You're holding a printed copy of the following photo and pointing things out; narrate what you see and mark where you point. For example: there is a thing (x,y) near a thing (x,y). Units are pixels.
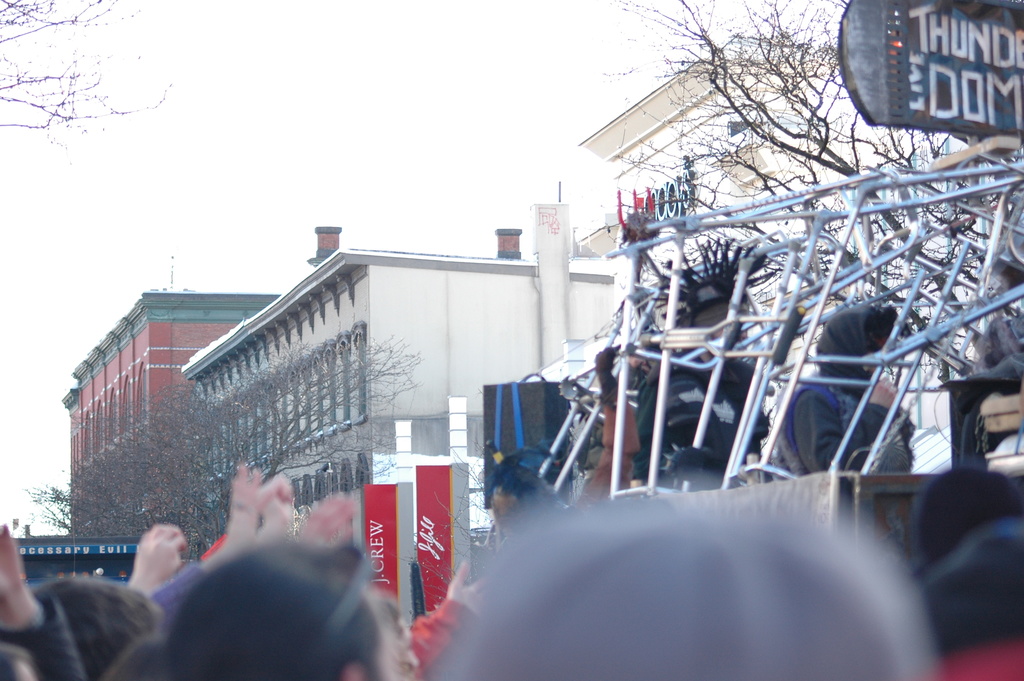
In this picture we can see a group of people (337,510), rods (676,256), buildings (77,396), trees (781,143), name boards (886,86), banners (375,538) and in the background (93,186) we can see the sky (311,162).
